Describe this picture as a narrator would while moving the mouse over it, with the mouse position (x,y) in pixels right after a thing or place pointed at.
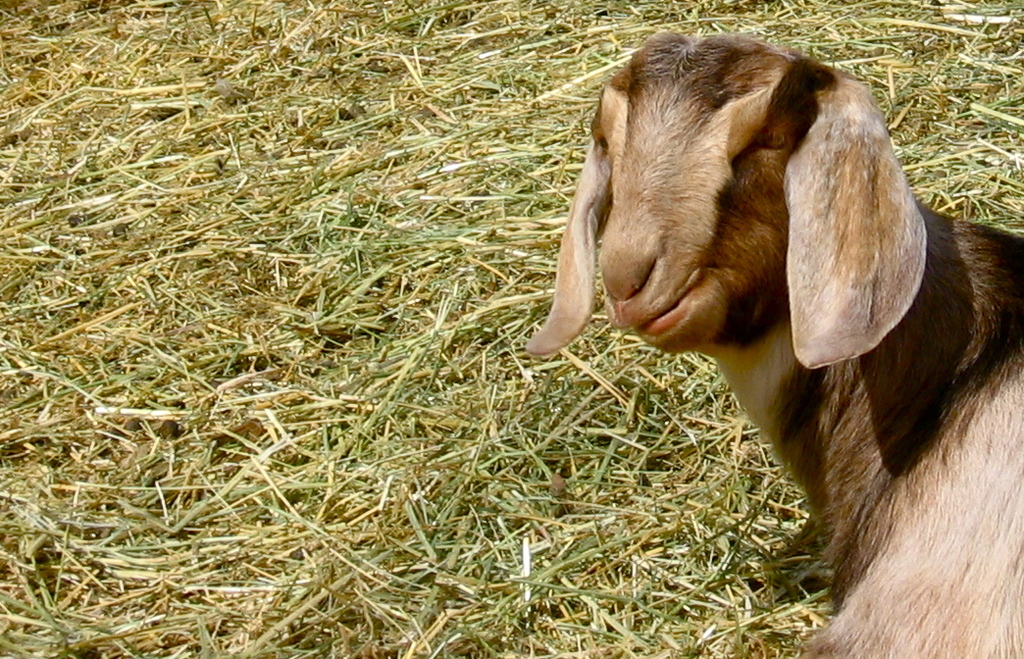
In this image, there is a goat (758,272) which is pale brown in color it is sitting on the ground (542,555) and the ground (156,357) is covered with grass (988,69).
